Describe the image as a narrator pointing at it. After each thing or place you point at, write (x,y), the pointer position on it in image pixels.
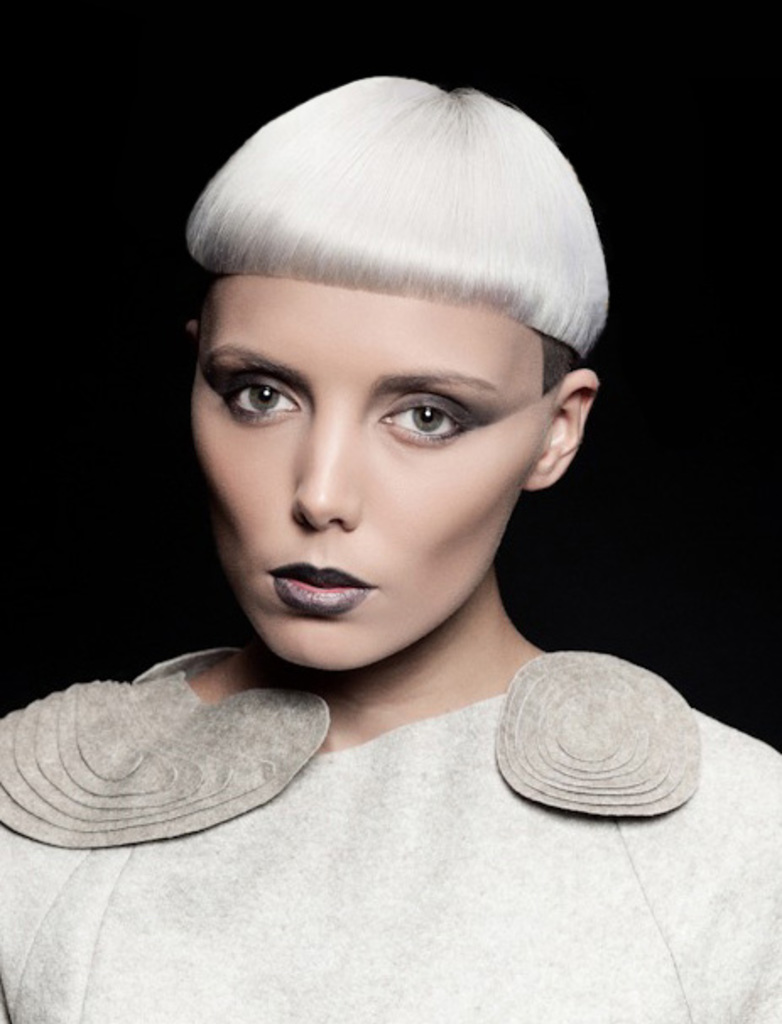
In this image I see a woman (473,832) who is wearing white and light brown color dress (460,768) and I see that it is dark in the background (144,195) and I see the hair (385,120) of the woman (420,201) which is of white in color.
